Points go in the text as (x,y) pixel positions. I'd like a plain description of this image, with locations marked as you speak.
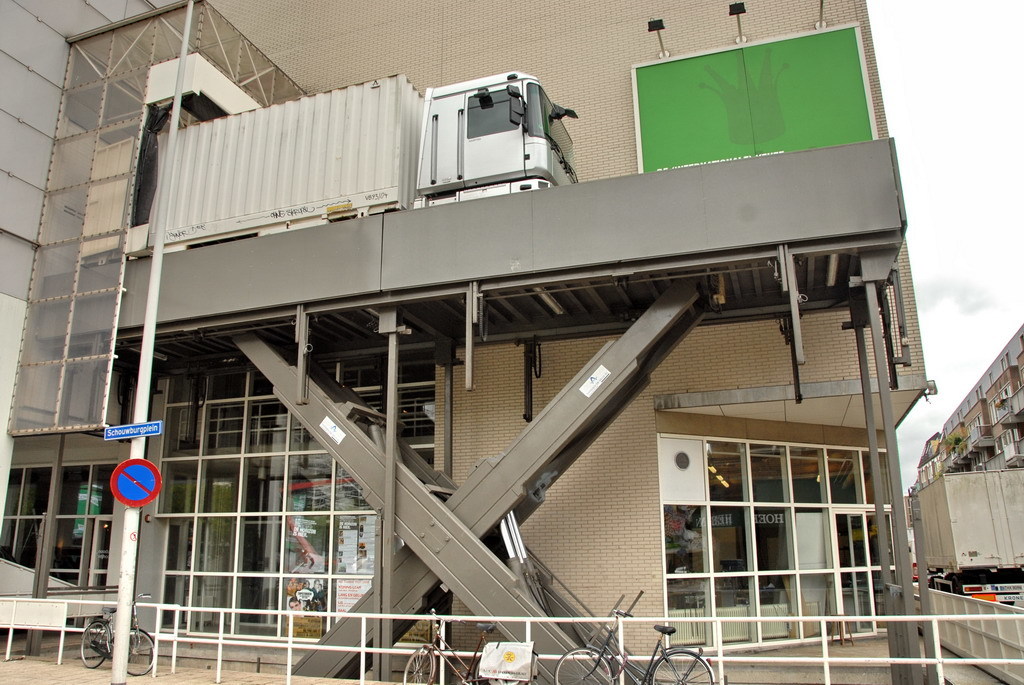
At the bottom of the picture (7,611) there are bicycles (93,650), railing (221,640), board (142,483) and a pole (134,508). In the middle of the picture (507,455) we can see buildings (1005,449), trucks (974,536), board (741,114), wall (44,73) and other objects (898,222). At the top (964,105) towards right (965,172) there is sky (954,329).
